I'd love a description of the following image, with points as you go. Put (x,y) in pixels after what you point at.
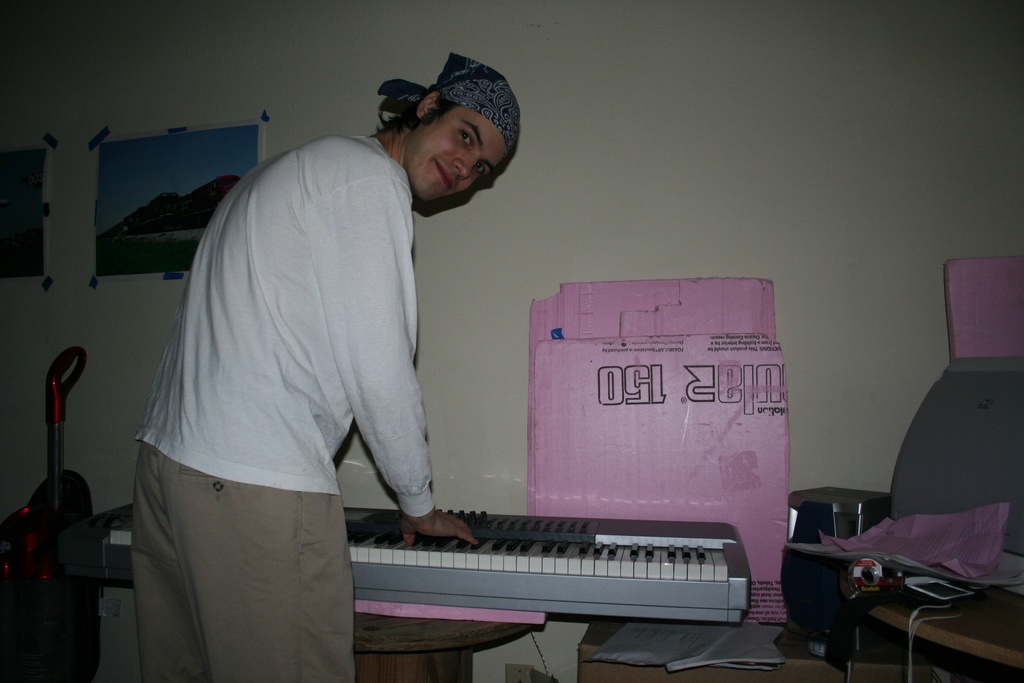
In this image i can see a man (284,331) standing and smiling, at the back ground (581,536) i can see a piano (581,536), a card board (591,428) and a wall (579,221), frame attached to a wall (230,117).
